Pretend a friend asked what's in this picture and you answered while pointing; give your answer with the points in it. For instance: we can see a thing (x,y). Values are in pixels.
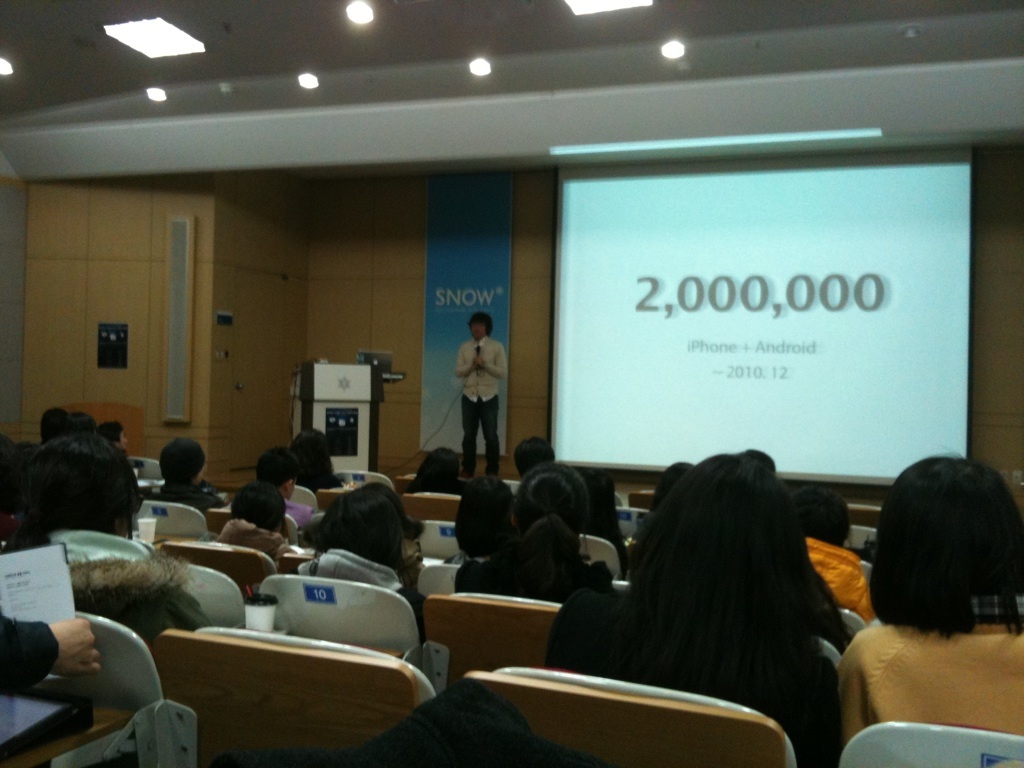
This is the picture of a room (578,294). In this image there is a person (492,373) standing on the stage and holding the microphone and there is a hoarding (470,296), device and screen (578,390) on the stage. In the foreground (274,459) there are group of people (891,642) sitting on the chairs (529,704). At the top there are lights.
